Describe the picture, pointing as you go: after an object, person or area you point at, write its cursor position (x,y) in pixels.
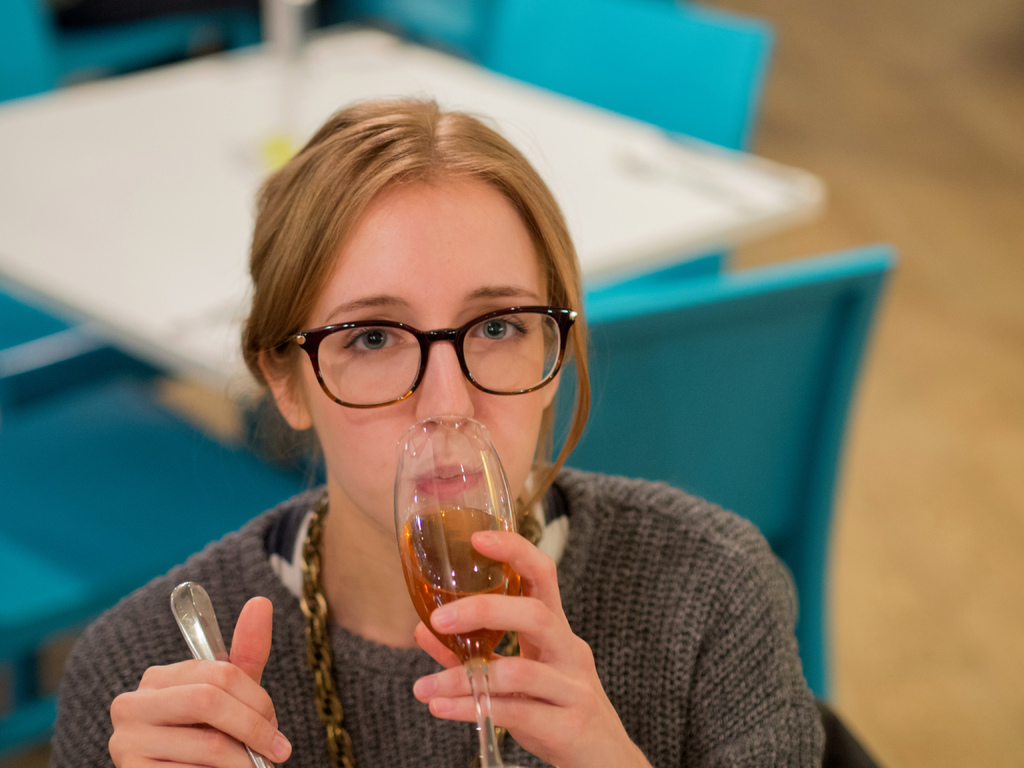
In this image i can see a woman (574,524) who is drinking from a glass (487,525) and holding a spoon (217,648).
